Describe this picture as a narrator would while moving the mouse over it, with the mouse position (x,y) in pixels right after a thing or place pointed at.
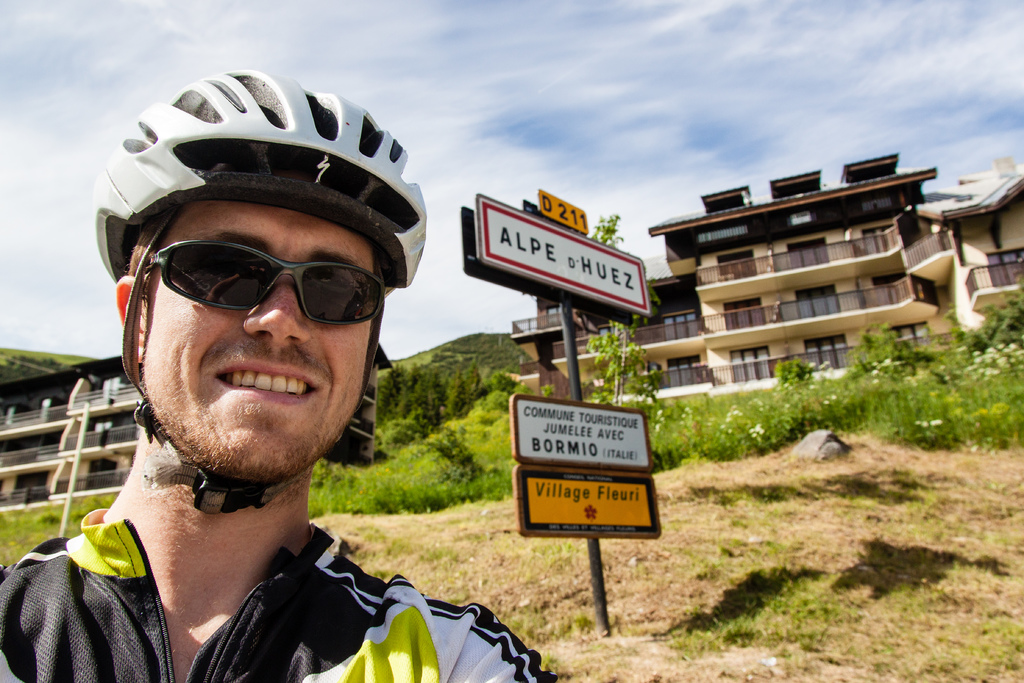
In this image in front (220,452) there is a person (198,290) wearing a smile on his face (222,385). Behind him there is a board (580,465). At the bottom of the image (771,517) there is grass (738,519) on the surface (741,508). In the background of the image (447,477) there are buildings (374,414), plants (726,396), trees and sky (692,70).
